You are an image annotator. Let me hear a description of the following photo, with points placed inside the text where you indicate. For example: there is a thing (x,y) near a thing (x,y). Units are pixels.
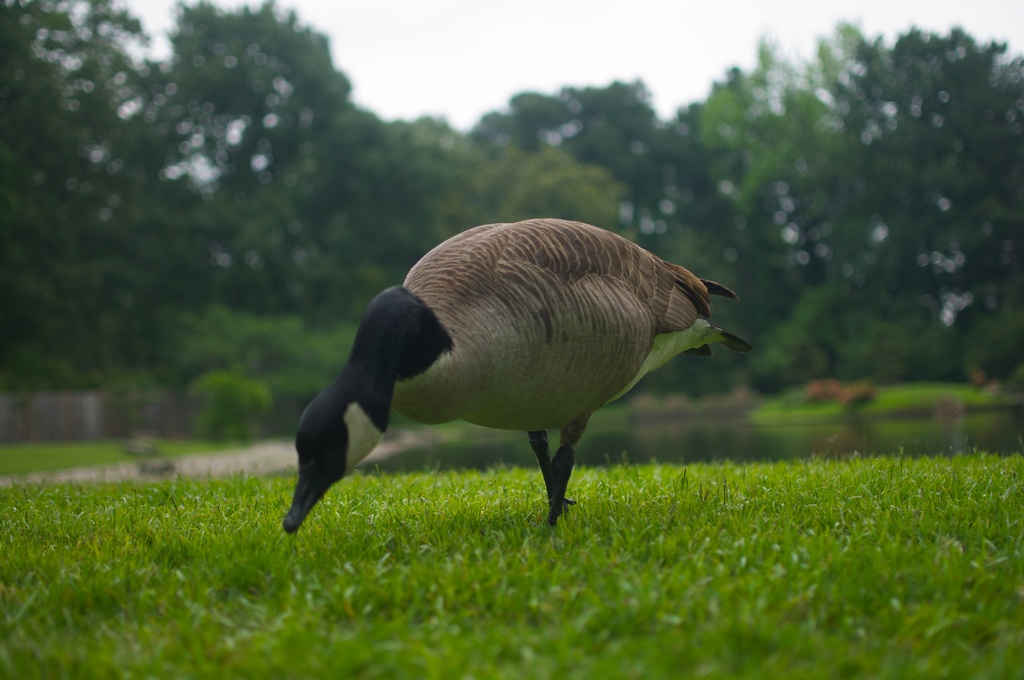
In this picture I can see a goose (558,425) and trees (757,185) in the back (946,150) and I can see water (830,444) and grass (613,589) on the ground (367,532).
